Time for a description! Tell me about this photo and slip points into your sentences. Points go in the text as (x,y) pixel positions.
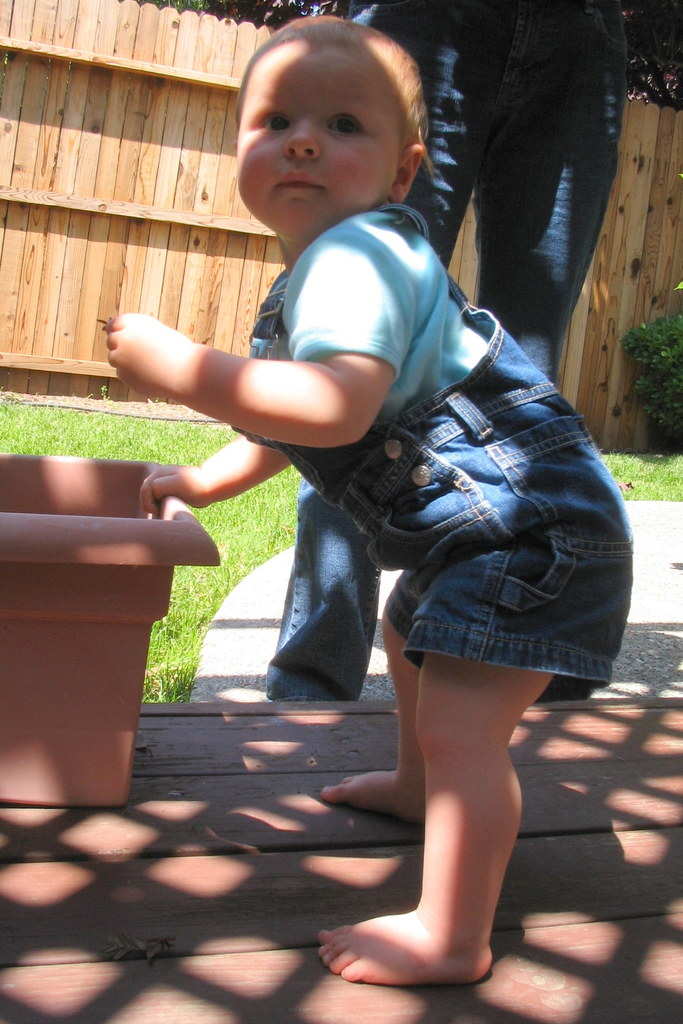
In this image we can see a person (481,291) standing on the road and a child (423,891) is standing on the wooden surface (281,798) holding the pot (124,489). In the background (122,190) there is a wooden grill (208,171).
